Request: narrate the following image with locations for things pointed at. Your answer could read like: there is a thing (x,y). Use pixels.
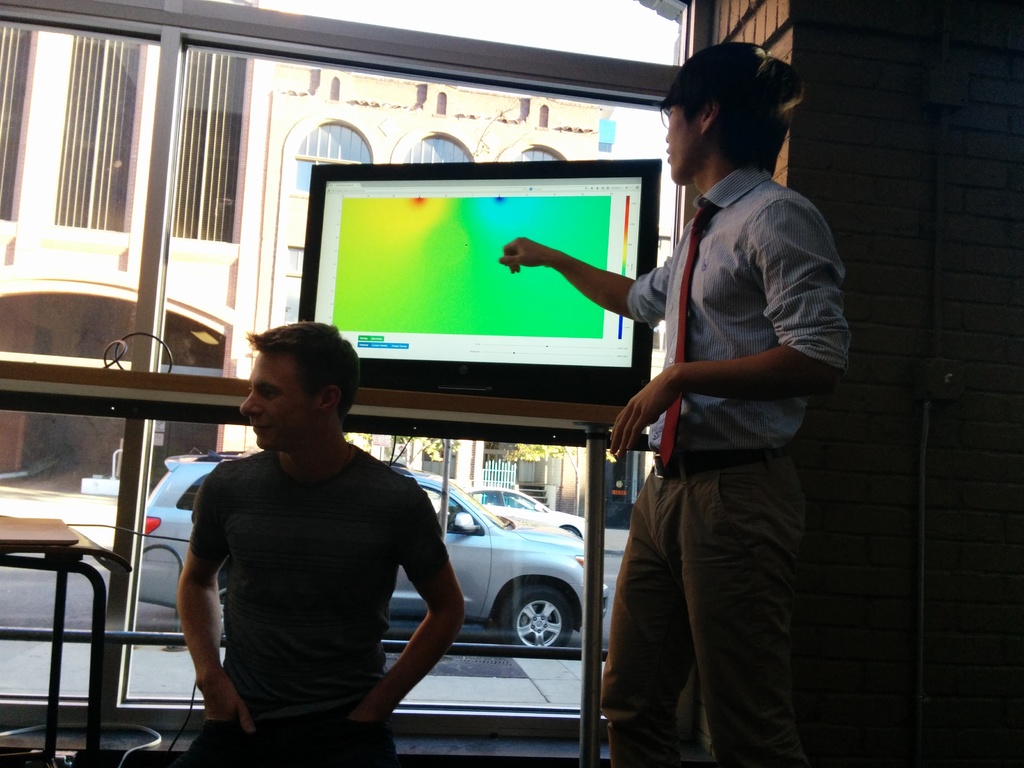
In this image, there are a few people (317,599), vehicles (468,596), trees (426,440). We can see the ground (2,508) with some objects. We can also see a building (250,60) and the glass window (437,456). We can also see some objects (111,387) on the left (94,752). We can see a screen (629,198) and the wall (945,342).
